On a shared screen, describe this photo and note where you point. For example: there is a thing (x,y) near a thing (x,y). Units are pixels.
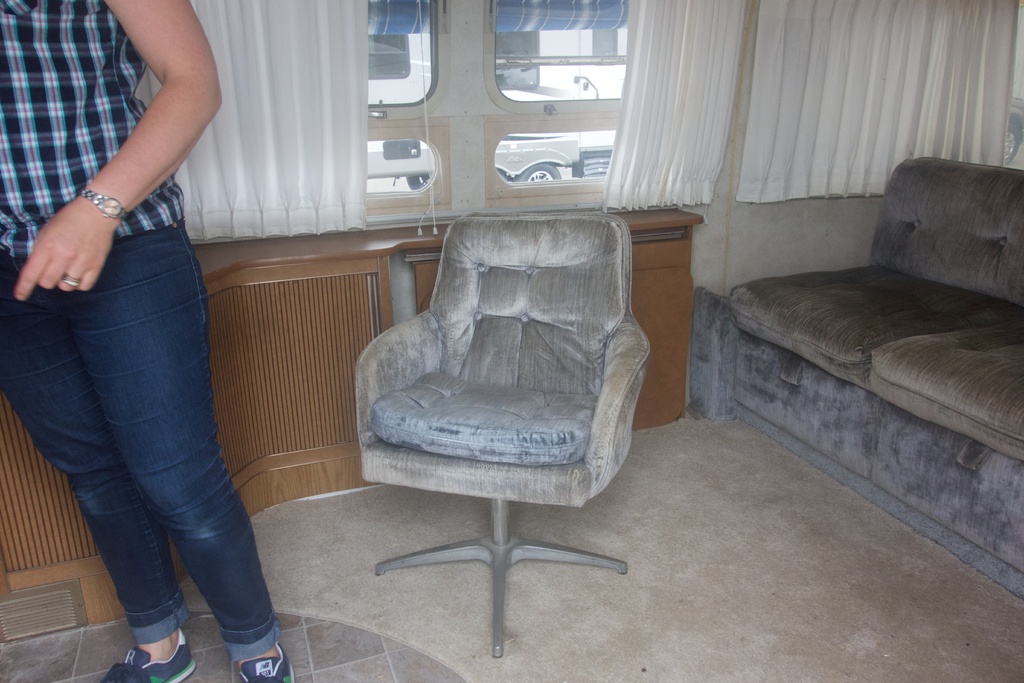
In this picture to the left, there is a woman (55,245) who is wearing a blue top (46,121) and a jean (91,335) is standing. She is wearing a watch (98,203) on her wrist (96,189). There is a chair (490,403). To the right (902,329), there is a sofa (904,363). There are white color curtains (652,128). At the background (510,77), there is a vehicle (509,92).
